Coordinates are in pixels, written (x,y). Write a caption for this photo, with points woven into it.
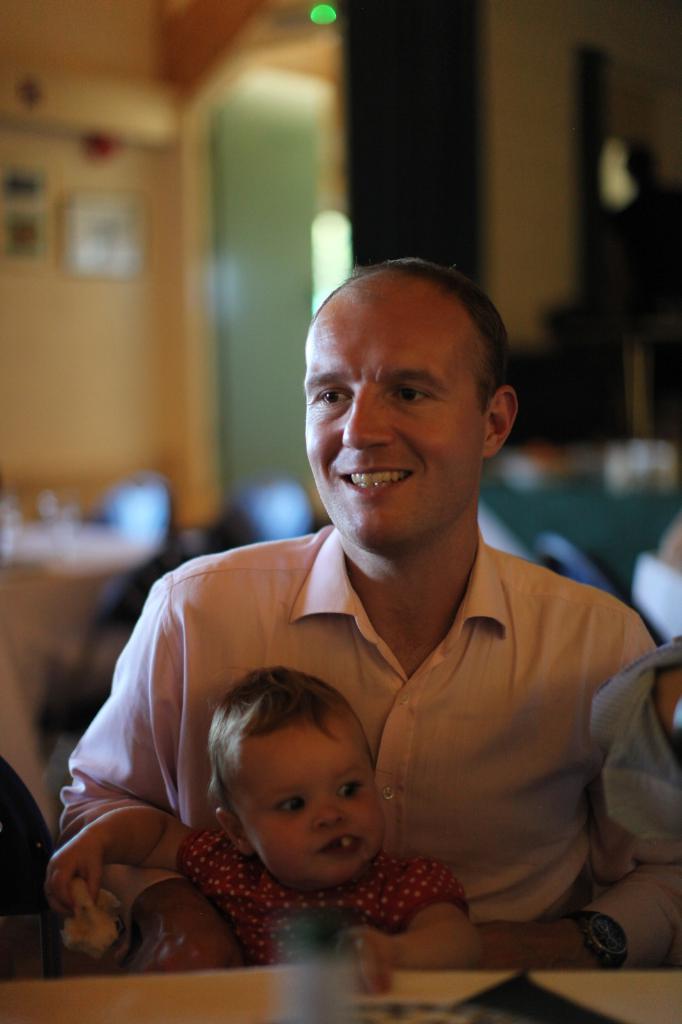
In the picture I can see a person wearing shirt (418,808) is carrying a child (275,908) and sitting near the table (214,984). The background of the image (651,10) is blurred.
